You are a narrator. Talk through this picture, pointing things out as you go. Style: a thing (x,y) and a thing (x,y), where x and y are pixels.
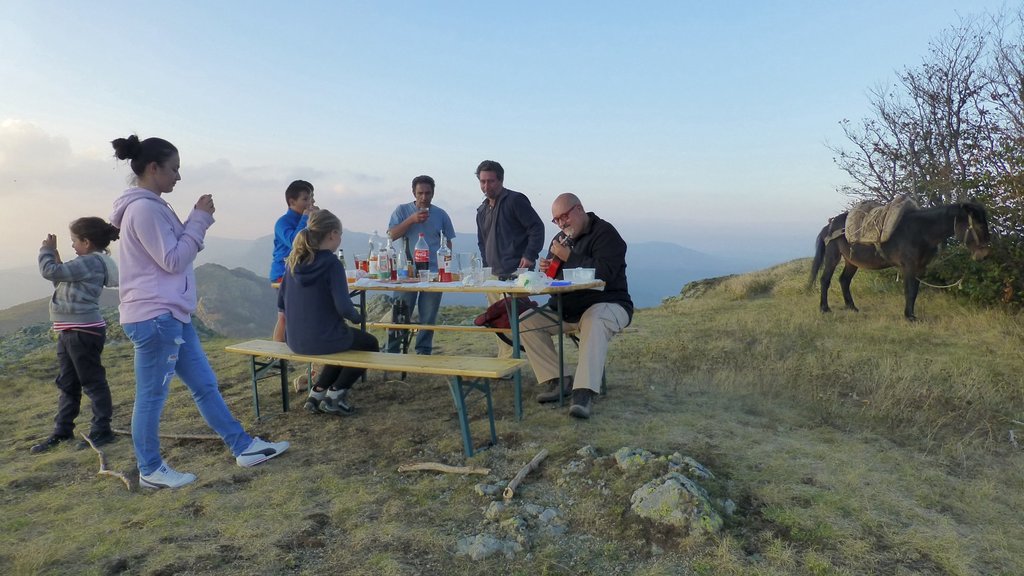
In the image I can see a hill (398,376) on which there are some people (301,318) sitting in front of the table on which there are some things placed and to the side there is horse (875,255), tree (934,111) and some people (114,230).
